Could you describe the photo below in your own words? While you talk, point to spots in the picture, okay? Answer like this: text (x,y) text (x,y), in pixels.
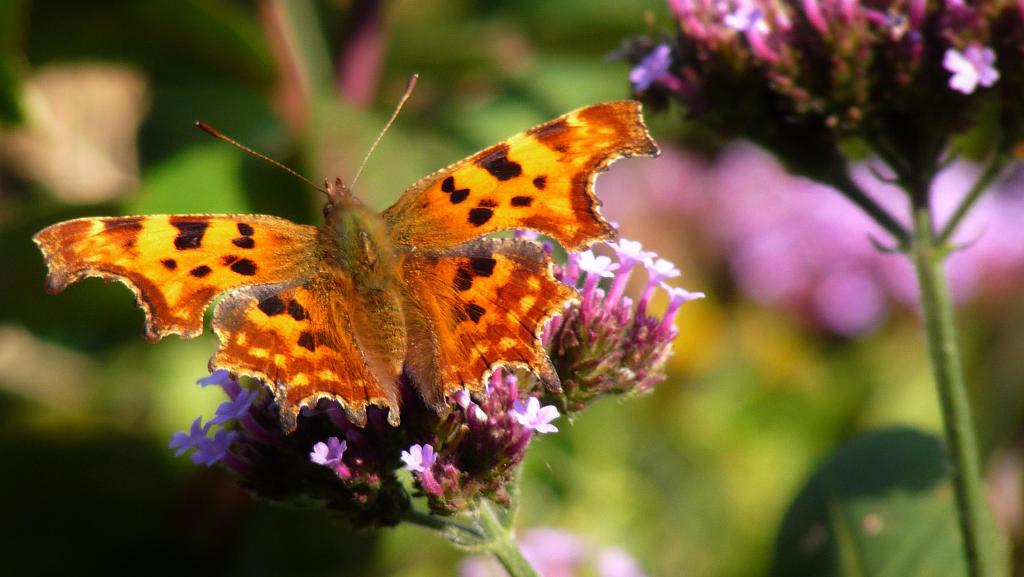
In this image we can see many plants (913,101). There are many flowers (879,100) to the plants (890,108). There is a butterfly (451,261) on the plant (321,500) in the image. There is a blur background (260,107) in the image.
